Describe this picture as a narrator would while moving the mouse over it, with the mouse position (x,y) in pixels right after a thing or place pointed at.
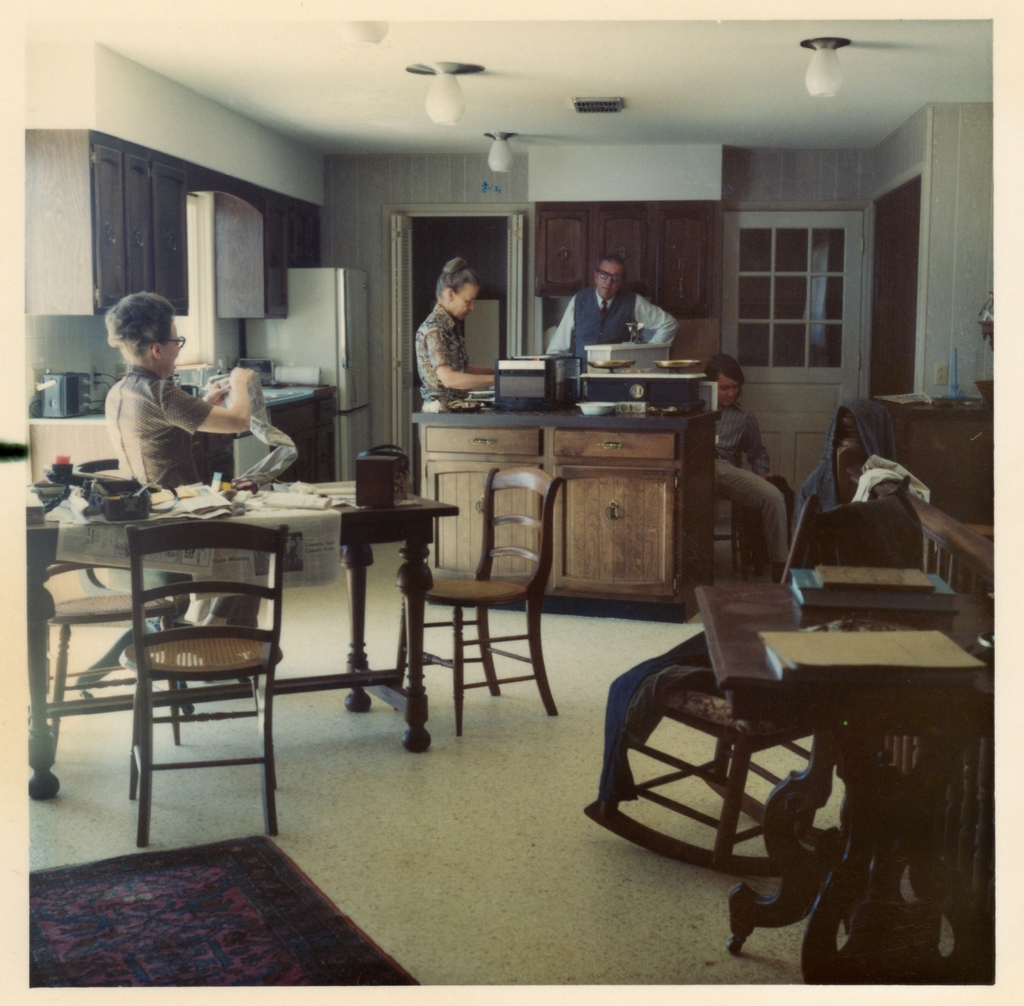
In this image there are group of people (613,265) standing near the cupboard (472,424) and there are table (306,680), chair (265,722), window (829,323), light (814,55), refrigerator (331,294), door (509,219), stove (542,404).
